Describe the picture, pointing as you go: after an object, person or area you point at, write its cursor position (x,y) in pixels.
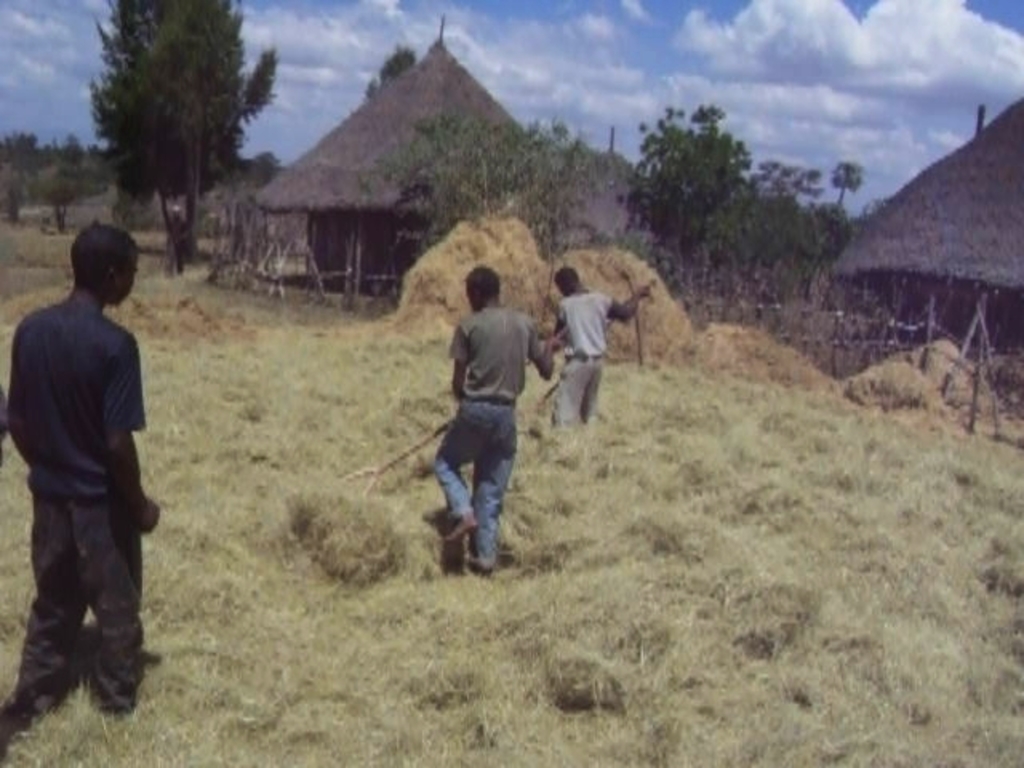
Here we can see three persons (583,345) and this is dried grass (541,594). In the background (88,143) we can see trees (639,186), huts (371,117), and sky (18,45) with clouds (909,78).
